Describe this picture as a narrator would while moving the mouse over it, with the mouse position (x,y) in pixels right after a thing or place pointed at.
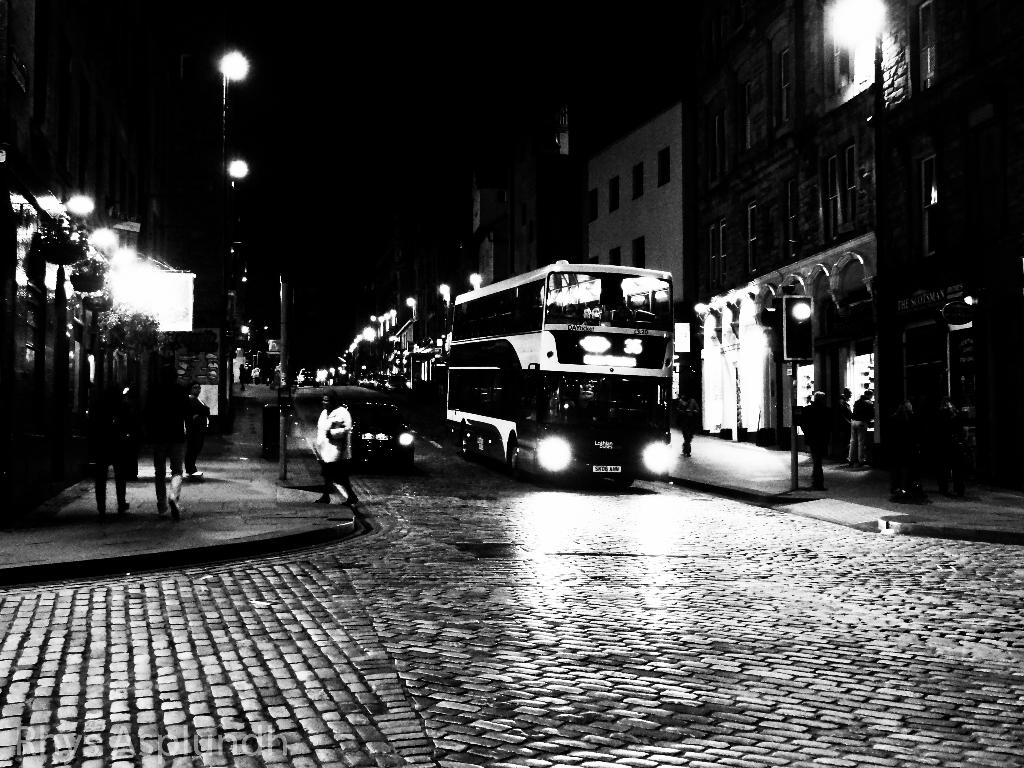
In this picture we can see vehicles (404,440) on the road (587,668), some people (336,485) are on the footpath (203,479), poles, lights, buildings (675,189), some objects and in the background (512,73) it is dark.
